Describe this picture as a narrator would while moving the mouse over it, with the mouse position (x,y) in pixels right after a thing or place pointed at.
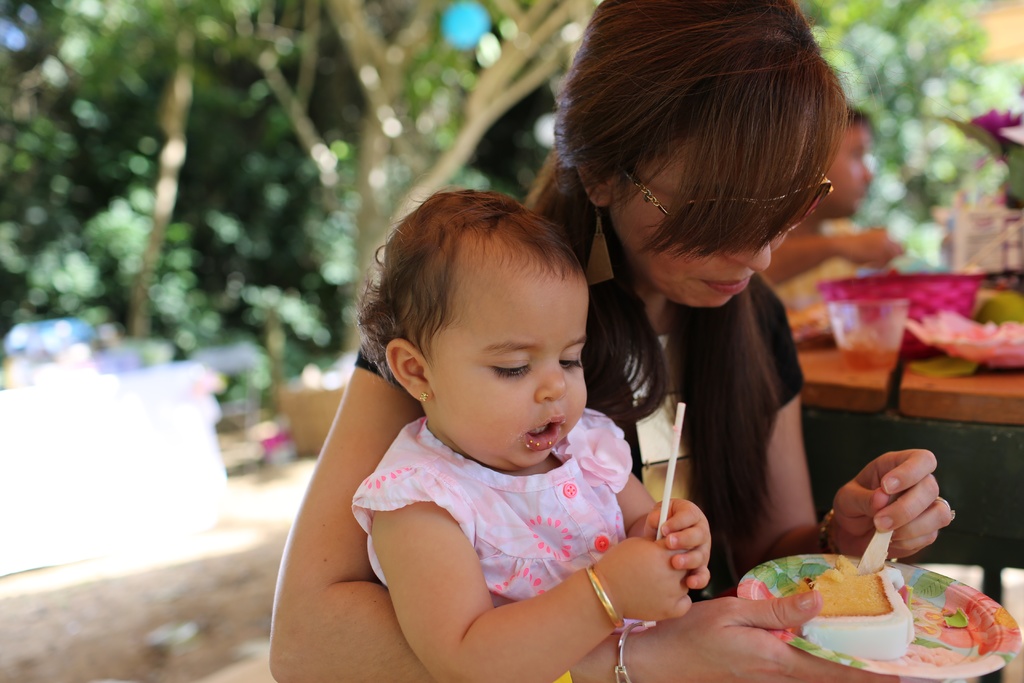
In this picture I can see there is a woman (762,554), holding a plate (940,577) with a pastry (872,602) and there is a baby (553,564) in her lap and the baby (569,568) is holding a straw (676,436) in her hand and there is another table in the backdrop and there is a person (857,257) sitting at the table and in the backdrop (329,114) there are trees (488,158).
